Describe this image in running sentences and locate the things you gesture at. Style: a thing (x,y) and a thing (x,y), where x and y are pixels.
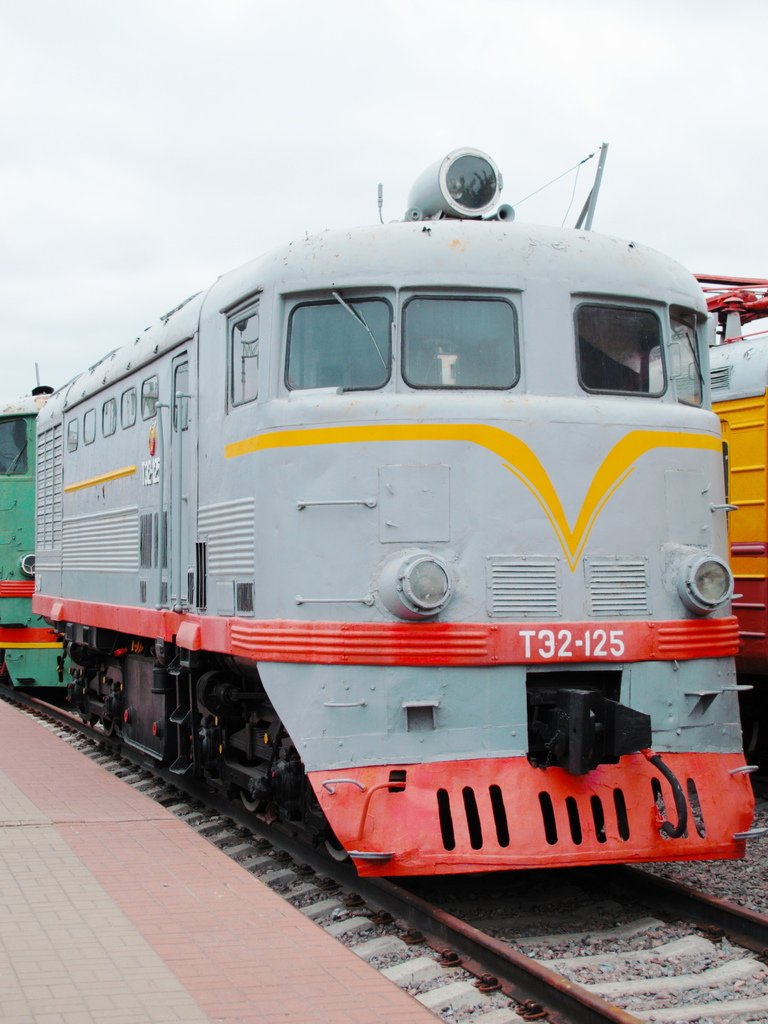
This image consists of train (154,568) in grey color. At the bottom (651,964), there is a track (541,955). To the left (199,898), there is a platform (168,944). Behind this train (47,492), there is a green color train (15,511). To the top (9,219), there are clouds (176,170) in the sky (119,202).
